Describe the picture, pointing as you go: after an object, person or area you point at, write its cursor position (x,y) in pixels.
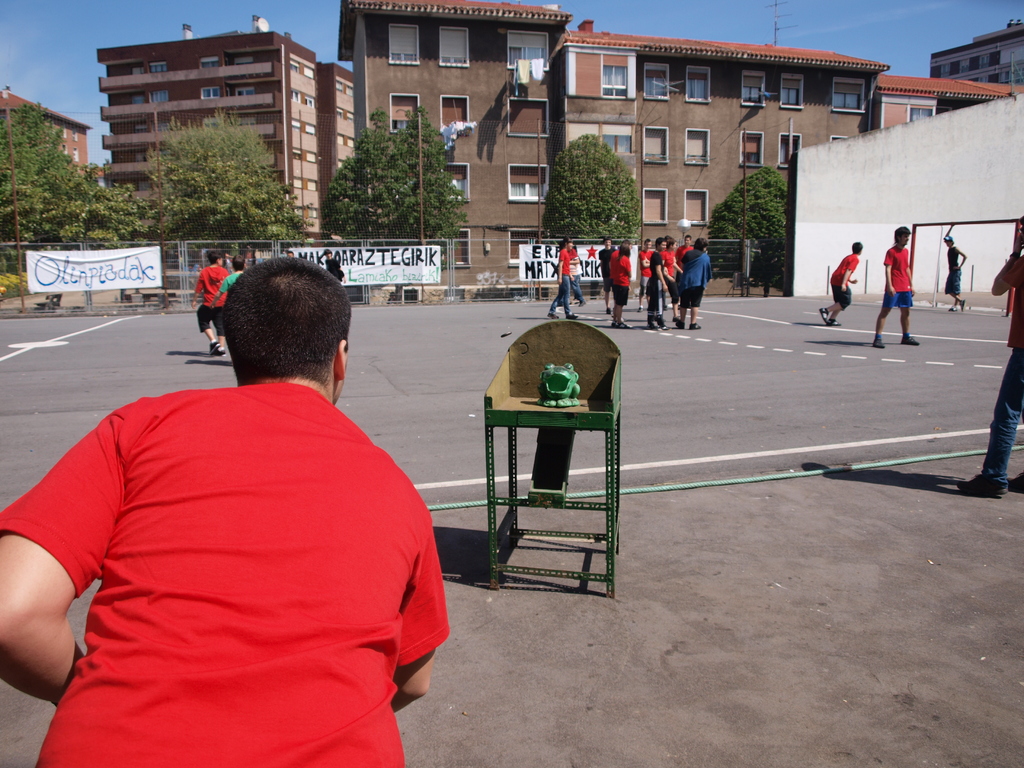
In this image there are buildings (549,114), in front of the buildings (458,158) there are trees (55,176), on which there are a few banners (111,255) with some text (346,255) are attached, there are a few people (683,247) standing and walking on the road (722,315) and there is a wall (867,162), in front of the wall (897,180) there is a metal structure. In the foreground of the image (388,458) there is a toy (565,405) on the table (578,423) and there is a person (278,517). In the background (851,20) there is the sky (747,11).
